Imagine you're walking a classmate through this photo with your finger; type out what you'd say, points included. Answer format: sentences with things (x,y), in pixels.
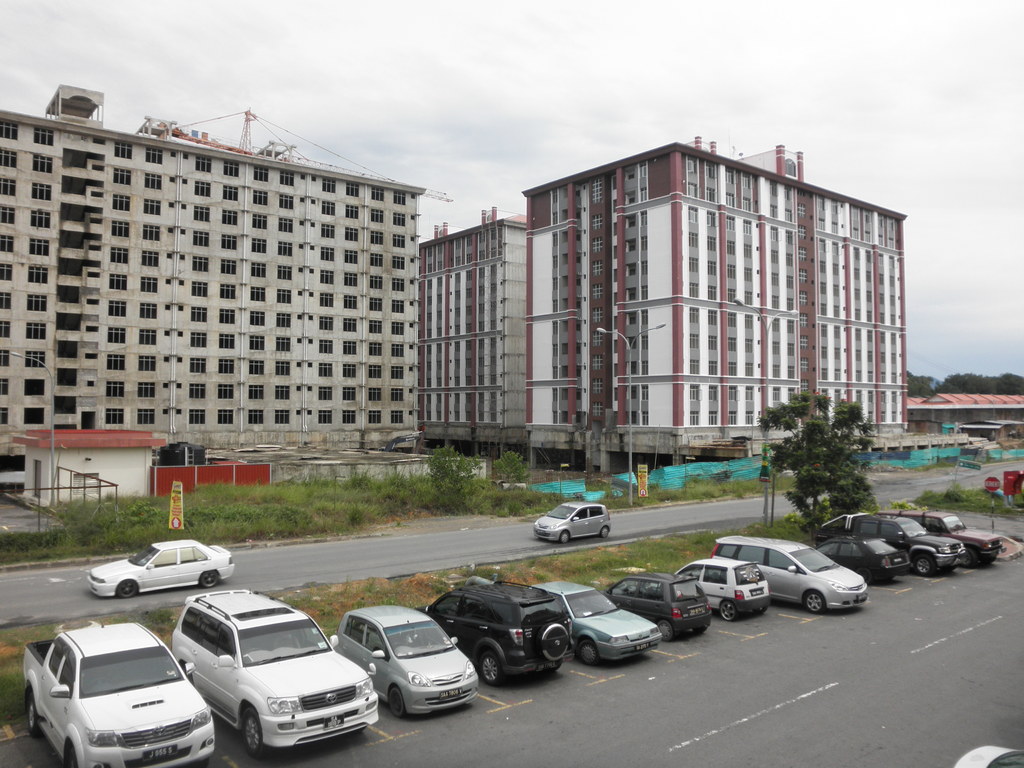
In this image there are buildings (450,355) and trees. At the bottom (431,630) there are cars (600,612) on the road (785,614) and we can see boards (179,514). In the background (423,124) there is sky (526,96).
